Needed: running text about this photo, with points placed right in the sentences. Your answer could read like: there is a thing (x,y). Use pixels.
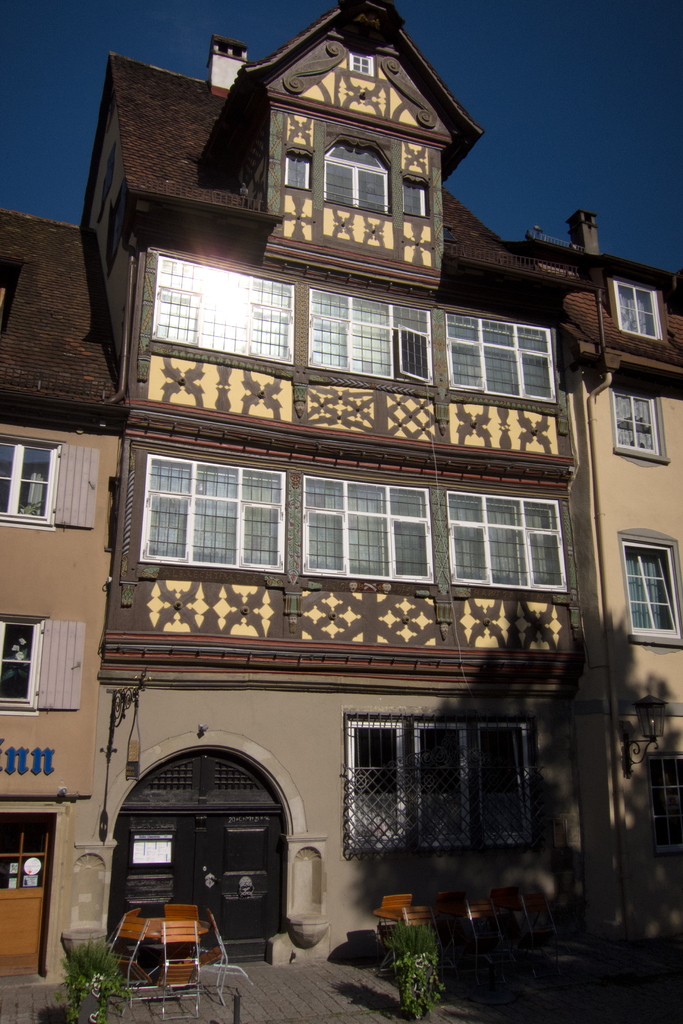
In this image we can see few buildings (190,306) and they are having few windows (336,546). We can see the reflection of sunlight (204,297) on the window glass (214,308) in the image. There are few chairs (170,941) on the ground (314,1014). There are few plants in the image.
